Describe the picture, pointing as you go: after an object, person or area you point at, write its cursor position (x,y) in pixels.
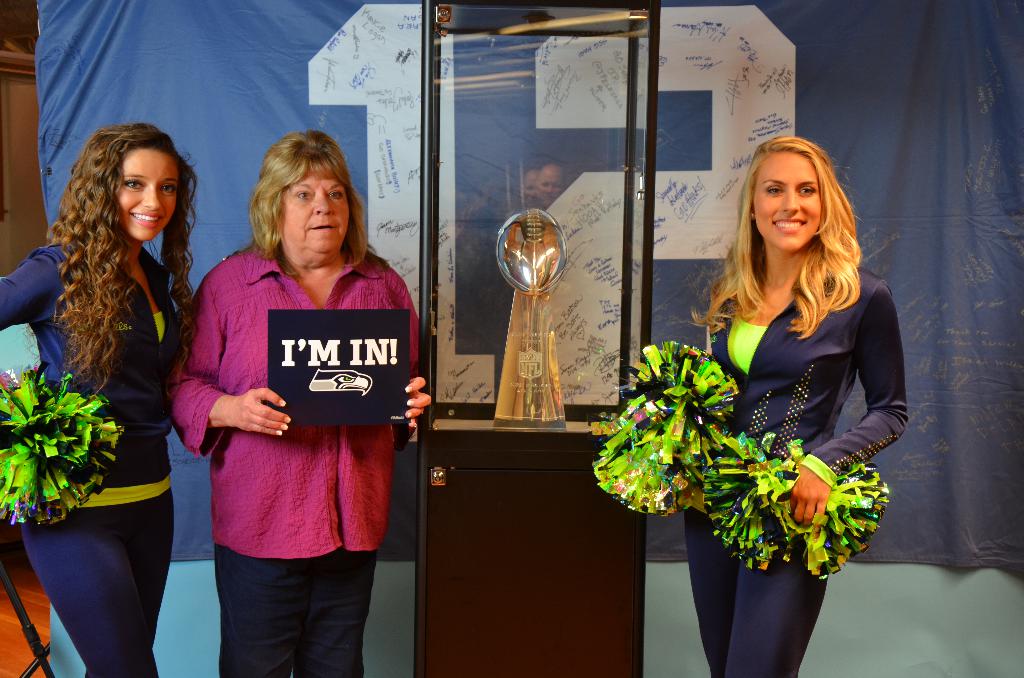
In this image we can see women (385,461) standing on the floor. Of them one is holding a placard (288,389) in her hands (262,403) and the others are holding pom poms (735,478) in their hands (815,504). In the background (573,310) we can see a memento (557,276) in the glass shelf (518,139) and an advertisement curtain (333,105).
